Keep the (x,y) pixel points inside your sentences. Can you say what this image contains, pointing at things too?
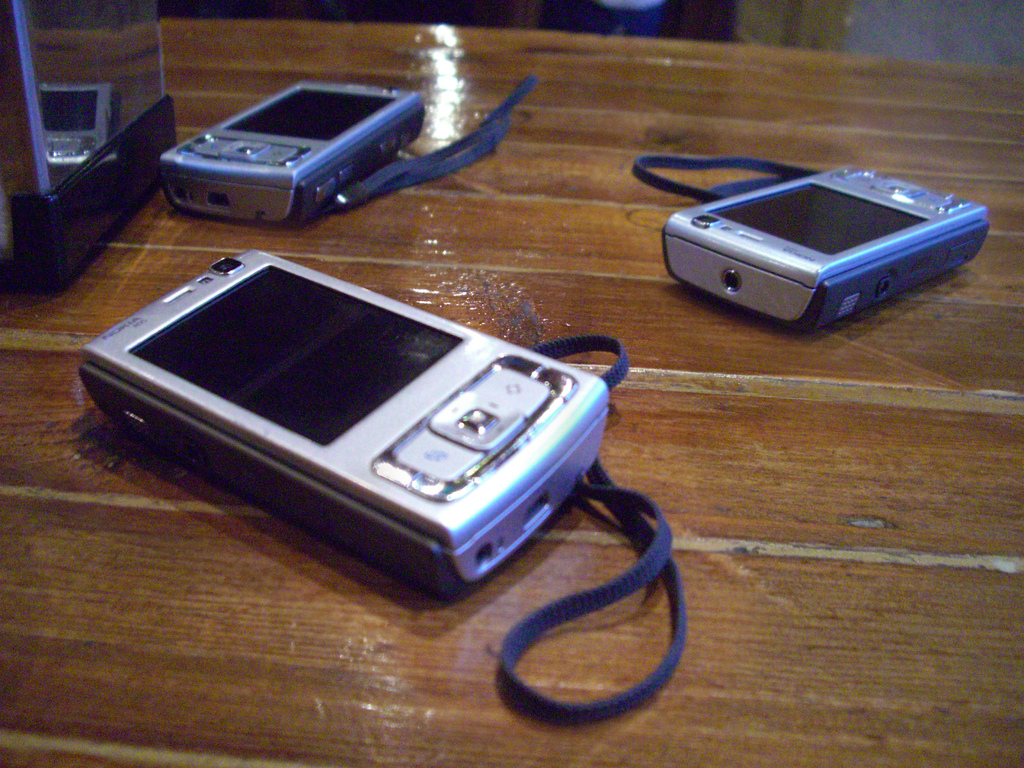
In this image we can see mobile phones (361,489) on the table (956,552).
